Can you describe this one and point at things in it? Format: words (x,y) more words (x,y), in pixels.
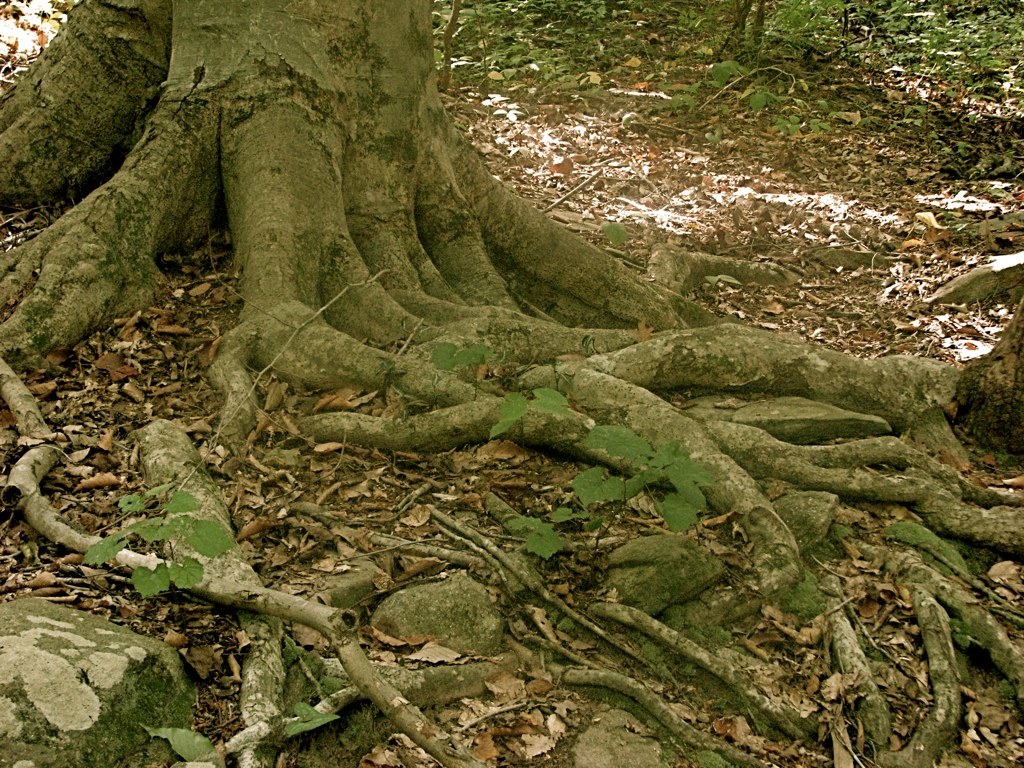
In this picture we can see a tree trunk (374,154), roots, stones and dried leaves (846,326) on the ground (638,261) and in the background (799,31) we can see plants (950,35).
